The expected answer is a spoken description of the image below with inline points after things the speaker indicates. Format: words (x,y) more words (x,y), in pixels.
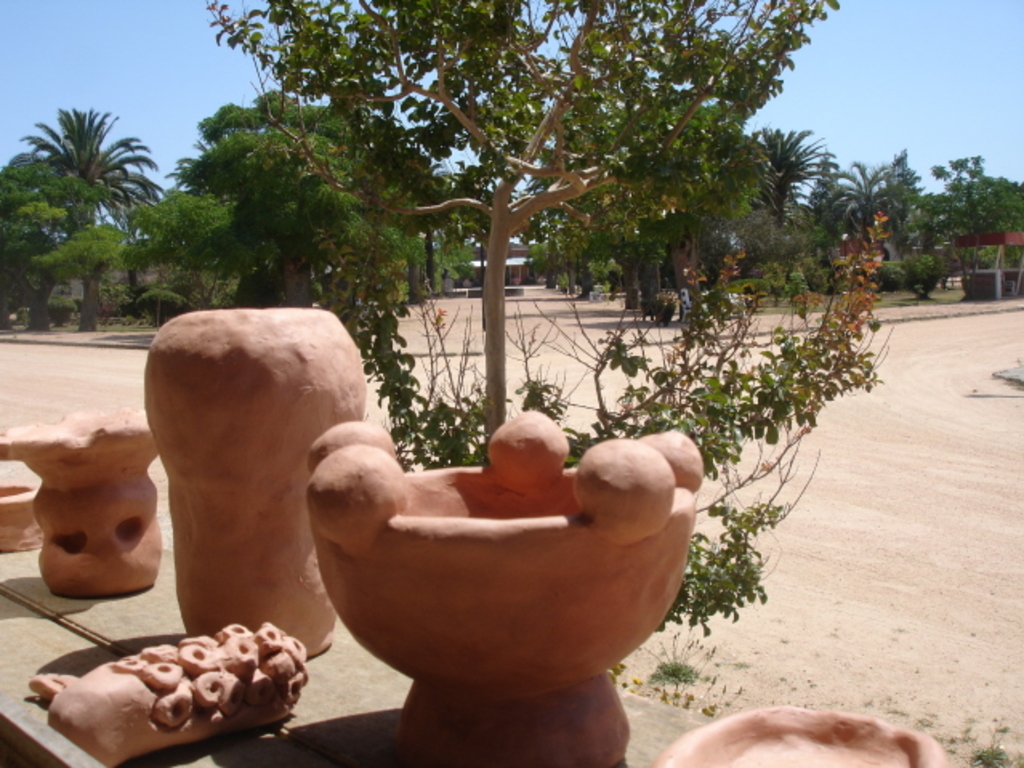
In the foreground (481,721) we can see some mud objects (533,570) placed on the surface (362,693), some plants (797,395) and grass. In the center of the image (499,260) we can see a group of trees (668,230). On the right side of the image (990,276) we can see a shed (990,276). In the background (511,268), we can see a building (524,268) and the sky (895,96).
